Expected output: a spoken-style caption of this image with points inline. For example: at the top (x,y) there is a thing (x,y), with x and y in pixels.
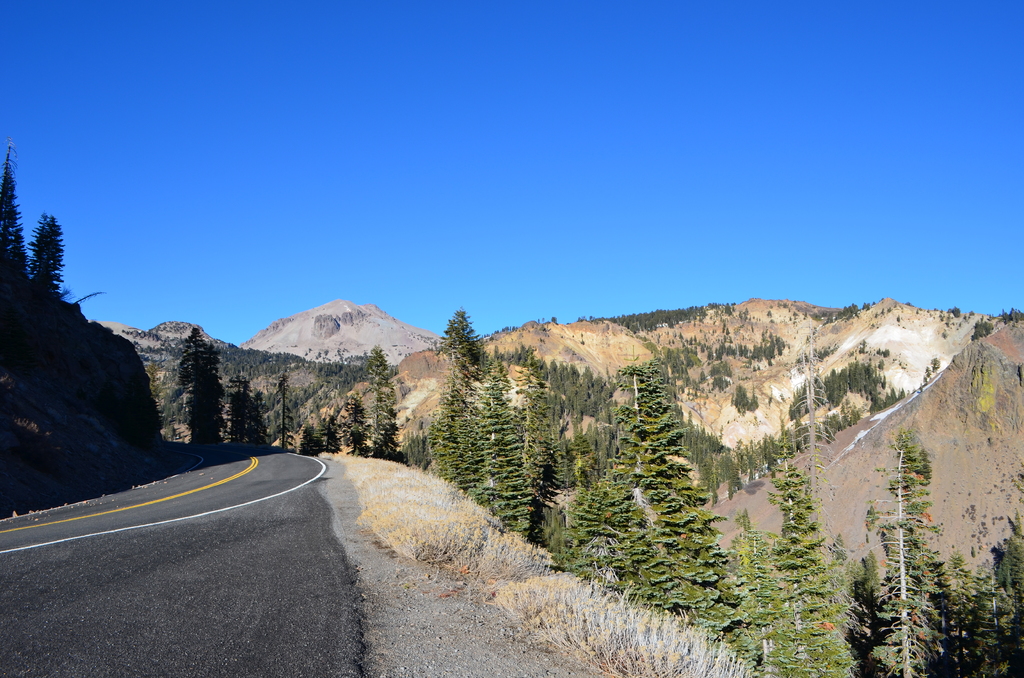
This picture shows few hills (275,332) trees (316,386) and a road (250,508) and a blue sky (327,78).
